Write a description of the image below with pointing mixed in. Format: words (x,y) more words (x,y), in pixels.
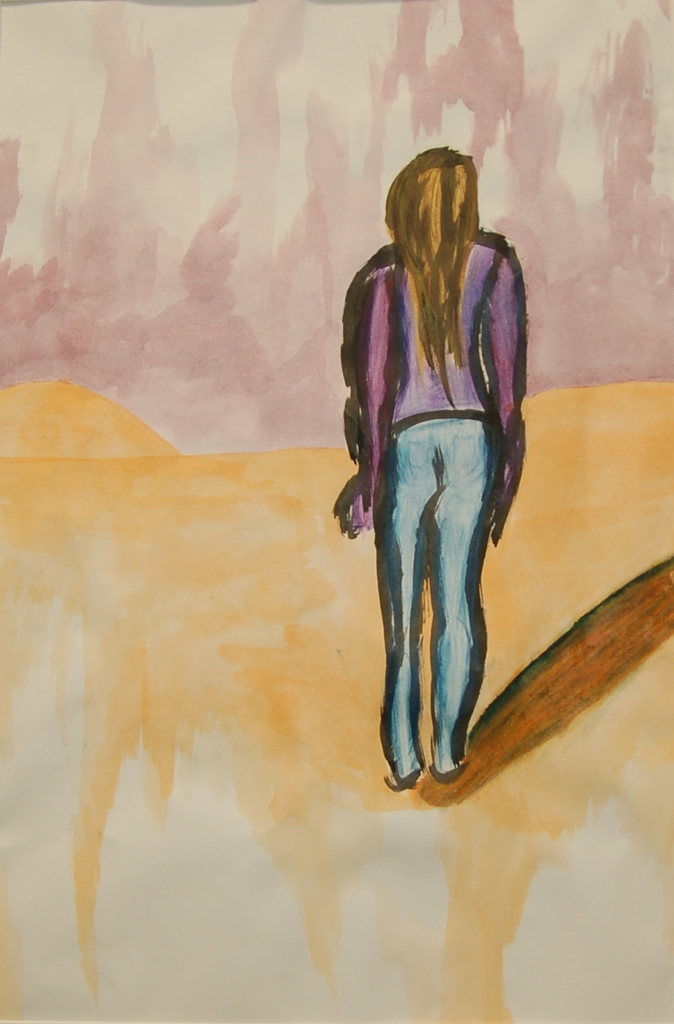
In this image I can see a painting (430,282), in the painting (399,618) I can see person image (485,538).
